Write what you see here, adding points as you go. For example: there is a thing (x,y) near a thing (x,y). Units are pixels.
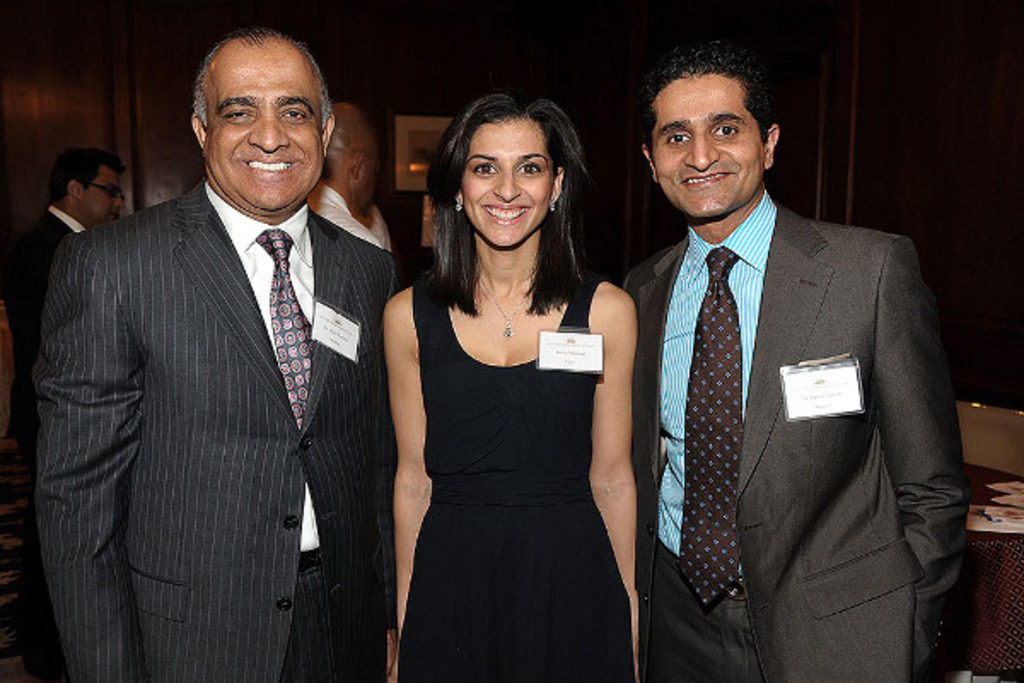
In this picture there are group of people (521,360) standing and smiling. At the back (76,154) there are group of people (76,154) and there are frames (395,166) on the wall (393,34). On the right side of the image (995,606) there are papers (1016,526) on the table (982,544) and there is a chair (980,420).
